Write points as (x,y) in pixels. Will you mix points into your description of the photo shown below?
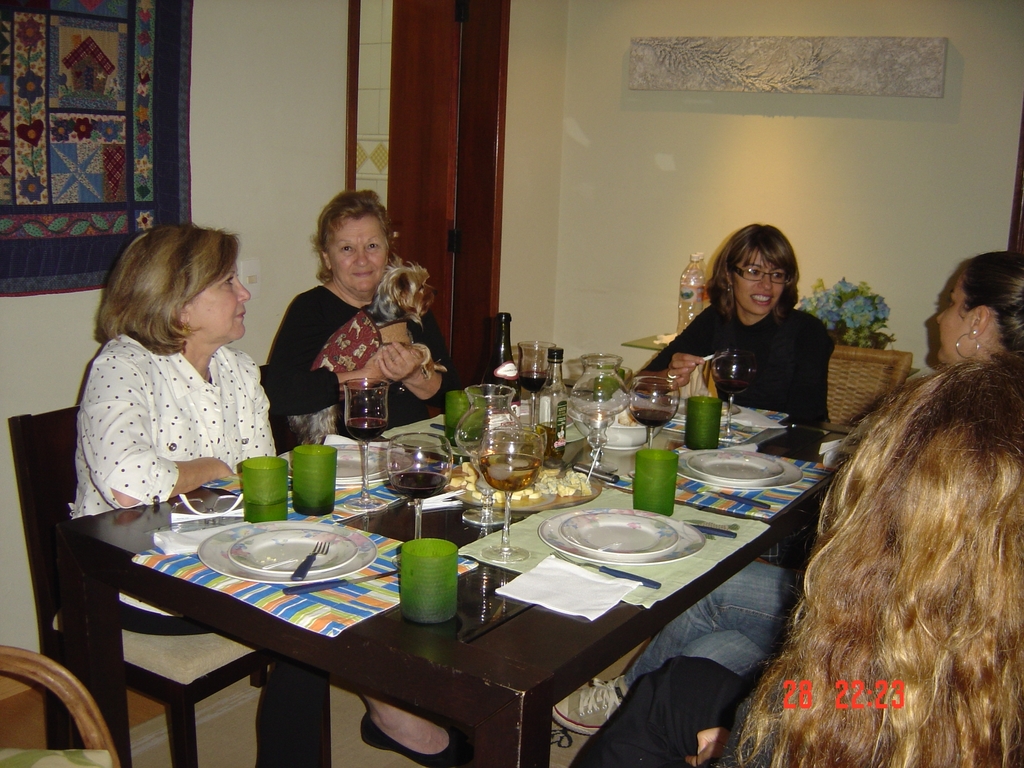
This is a picture in the house (230,83). there are five people (195,327) in the image. in the center of the image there is a dining table (796,441) and chairs (863,371). on the table (698,463) there are glasses (414,576), plates (591,519), forks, bottles (556,410), mats (362,602) and food (550,488). in the center of the background (863,298) there is a flower vase (845,316) and a bottle (689,287). on the left (41,145) there is a frame (88,122). and in the top left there is a door (442,149). In the center of the image (433,336) woman (381,367) is holding a dog (412,282).
